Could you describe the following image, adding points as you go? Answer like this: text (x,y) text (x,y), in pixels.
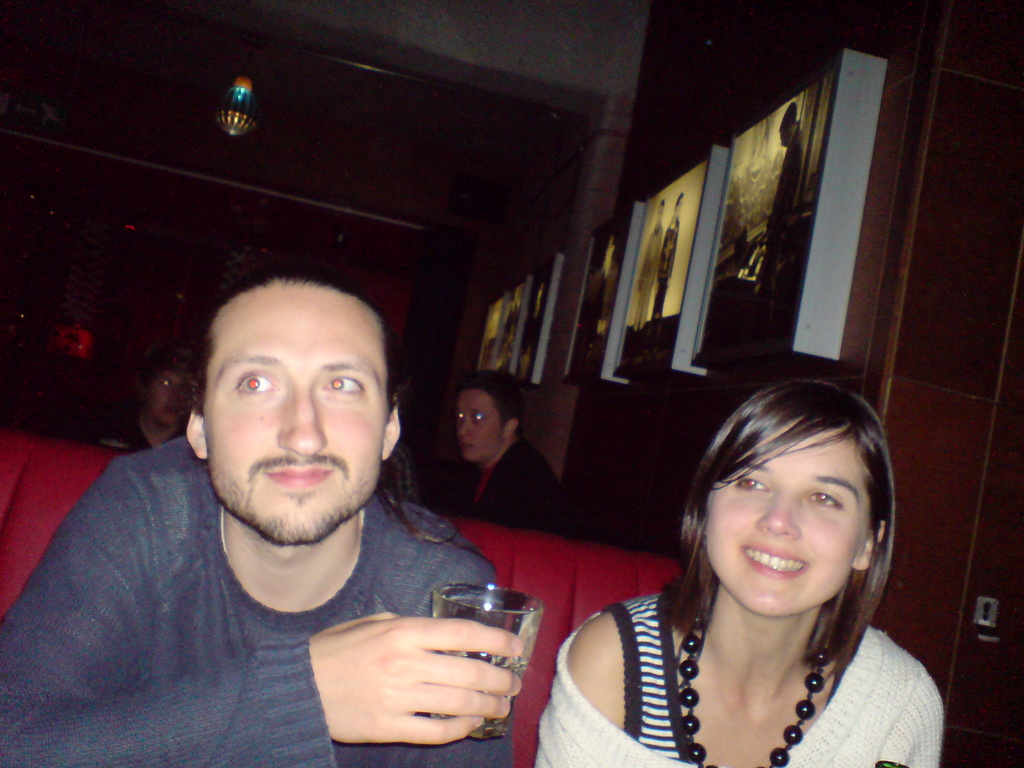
This picture shows few people (377,378) seated and we see a man (475,625) holding a glass (467,615) in his hand (445,628) and we see photo frames (657,287) on the wall (853,326) and a woman (702,660) wore ornament (686,666).
